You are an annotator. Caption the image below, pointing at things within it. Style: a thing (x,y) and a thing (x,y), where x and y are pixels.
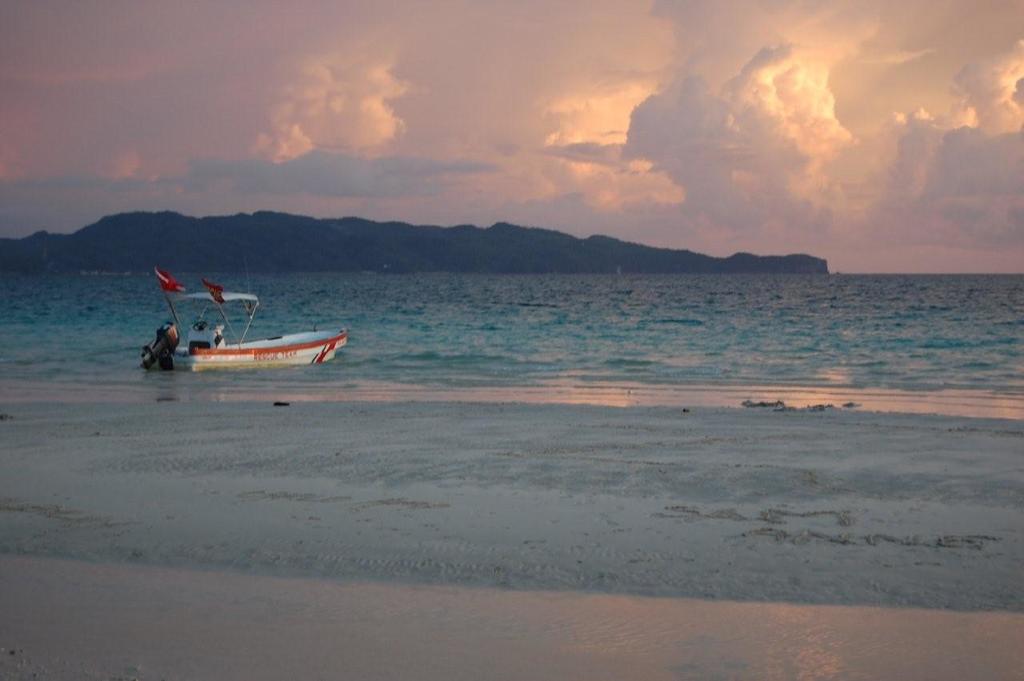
In this image we can see a boat (275,359) on the water (259,370), there are some flags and mountains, in the background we can see the sky (339,141) with clouds (423,168).
